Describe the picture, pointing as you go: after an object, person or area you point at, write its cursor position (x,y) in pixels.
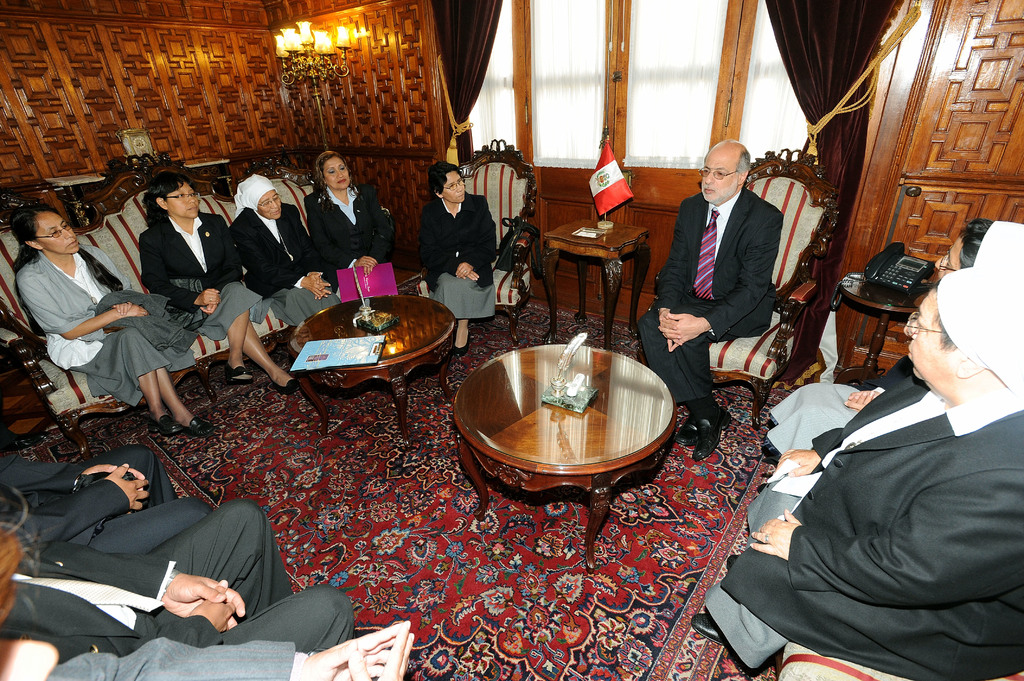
In the image we can see there are people (446,185) who are sitting on sofa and chairs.
